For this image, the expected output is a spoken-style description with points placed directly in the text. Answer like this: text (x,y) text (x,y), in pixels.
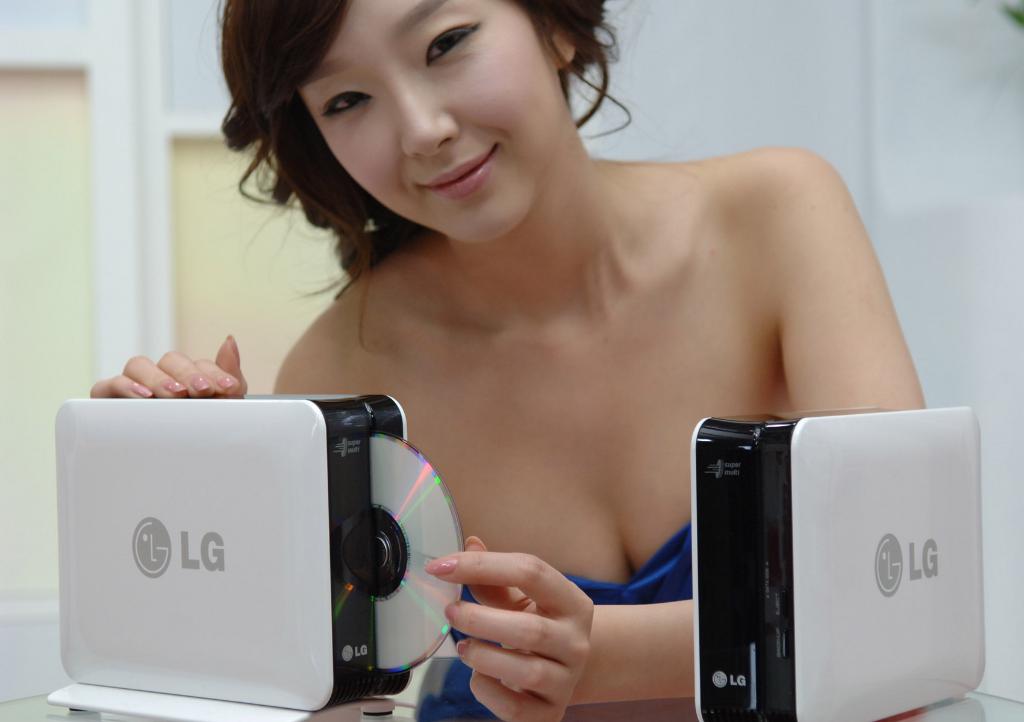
This image is taken indoors. In the background (145,258) there is a wall (724,105) with a door (172,246). At the bottom of the image (1002,702) there is a table (959,707) with two devices (282,475) on it. In the middle of the image (385,322) a woman (490,373) is standing and she is with a smiling face (395,142). She is holding a CD (443,519) and a device (290,456) in her hands (555,629).
